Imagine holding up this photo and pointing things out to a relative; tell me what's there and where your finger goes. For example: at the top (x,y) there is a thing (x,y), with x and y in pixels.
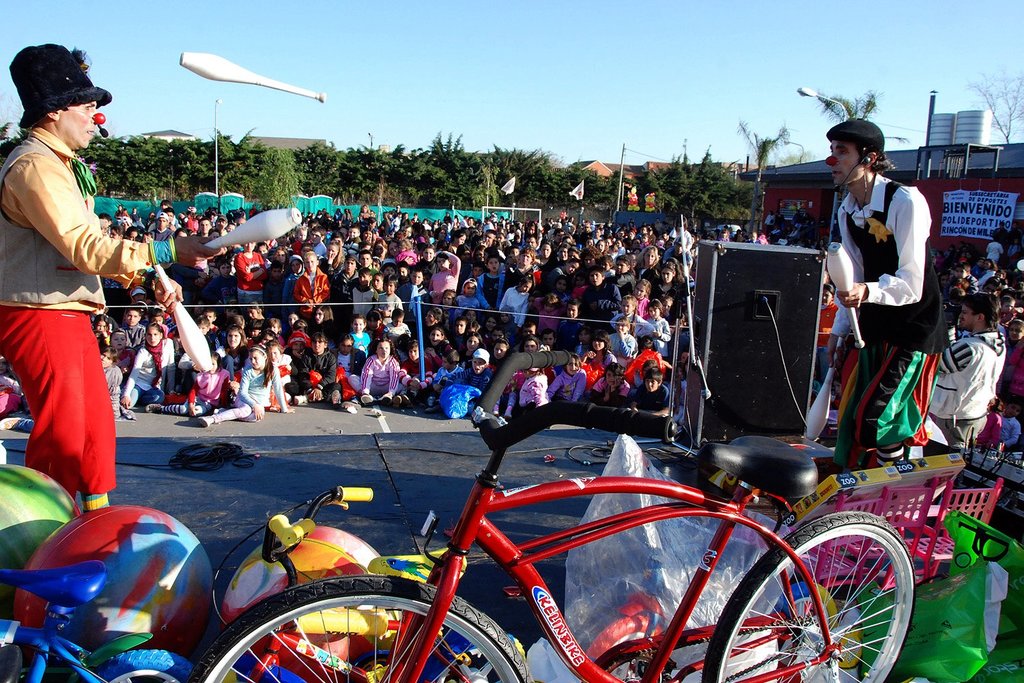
This picture is clicked outside. In the foreground (474,590) we can see the bicycles (259,625), balls (161,554) and many other objects (964,561) are placed on the ground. On the right (863,186) we can see a person (883,192) holding a white color object (844,283) and standing. On the left (56,88) we can see another person (59,207) standing and juggling the objects (241,239). In the background (353,45) we can see the sky (536,59), trees (314,175), buildings (1008,146), text (993,208) on the banner (962,222) and we can see the group of persons (503,240), flags (577,194), poles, speaker (727,306) and many other objects (517,208).
